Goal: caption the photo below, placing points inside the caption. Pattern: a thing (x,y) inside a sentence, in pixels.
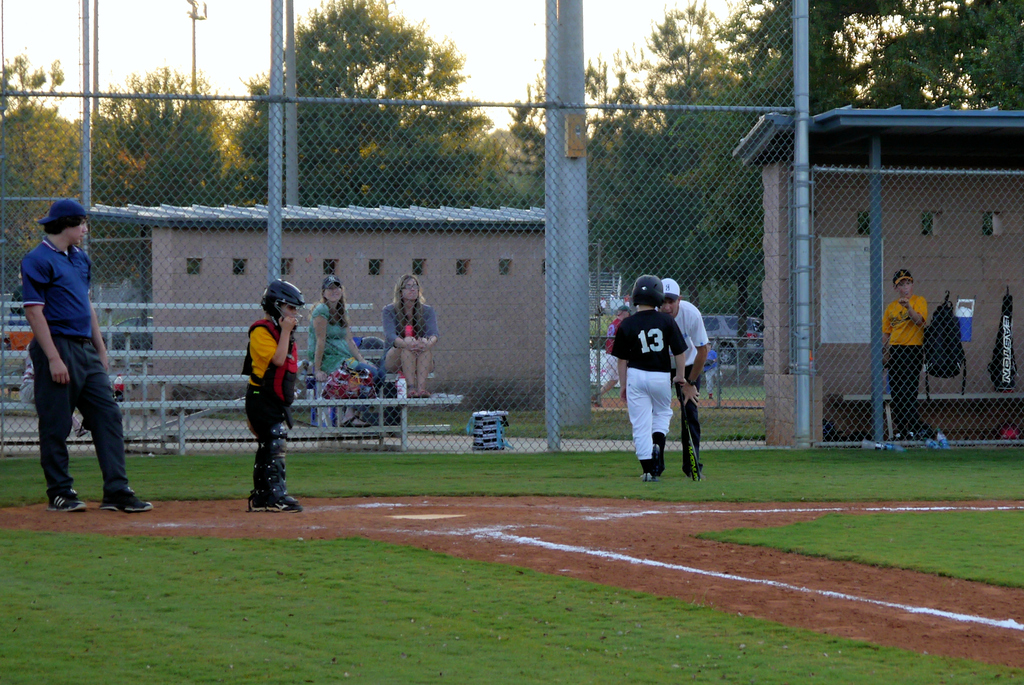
In this image there are a group of people (626,385) and some boys (289,382), who are wearing helmets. And at the bottom (102,606) there is ground (102,606) and sand (463,519), and in the background (371,286) there is a net (399,258) and some people (339,330) are sitting on a bench (145,355) and also there are some bags (955,329), houses (211,278), trees (478,132) and vehicles (729,334) and some other objects (556,91). At the top (492,72) there is sky (137,49).
